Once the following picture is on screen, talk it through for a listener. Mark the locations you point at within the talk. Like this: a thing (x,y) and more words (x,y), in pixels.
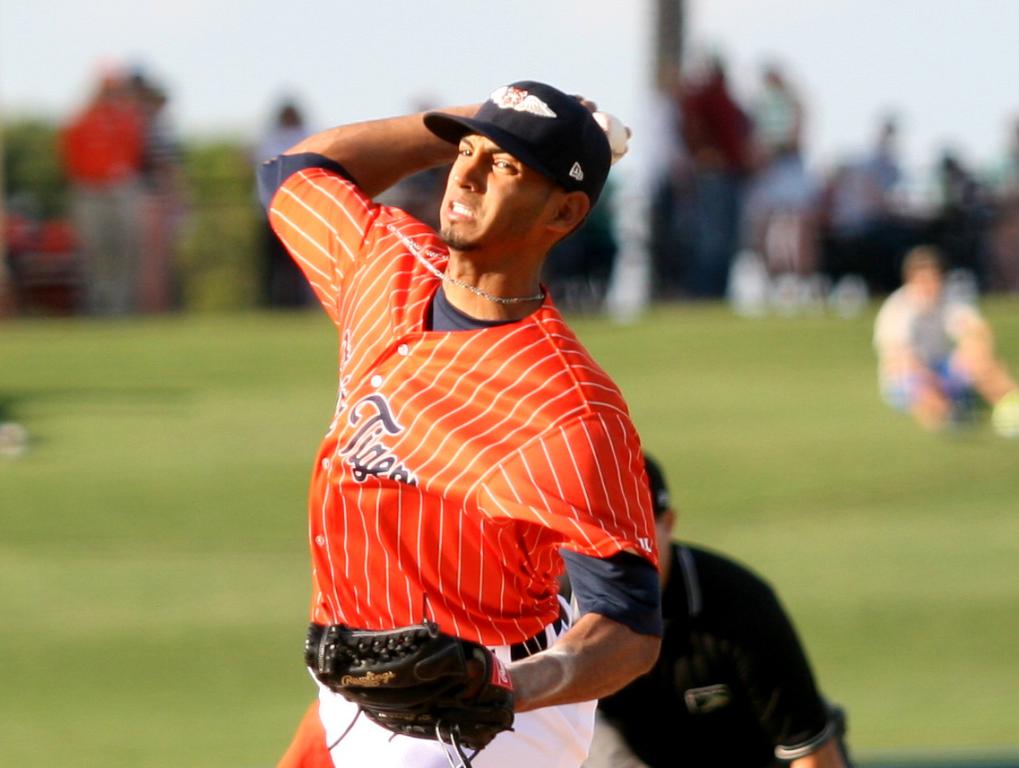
In this picture there is a man (346,705) holding a ball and wore glove (405,638) and cap (495,139), behind him we can see a person (827,714) and grass (862,549). In the background of the image (939,252) it is blurry and we can see people (980,228) and sky (944,70).
